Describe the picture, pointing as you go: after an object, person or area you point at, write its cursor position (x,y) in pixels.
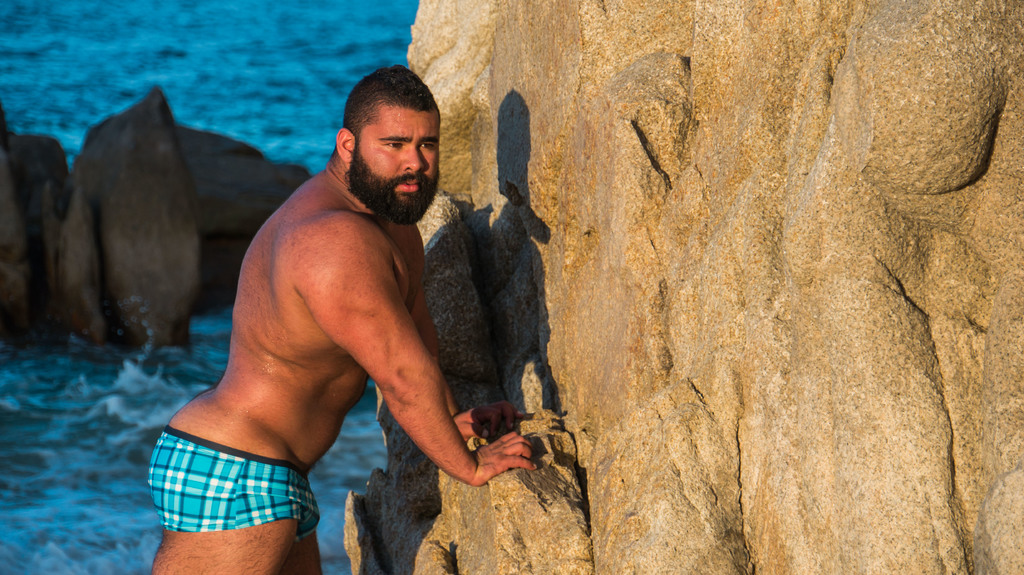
in this picture I can see a man (231,420) standing holding a rock (614,241) and I can see few rocks (171,212) in the water (326,121).
